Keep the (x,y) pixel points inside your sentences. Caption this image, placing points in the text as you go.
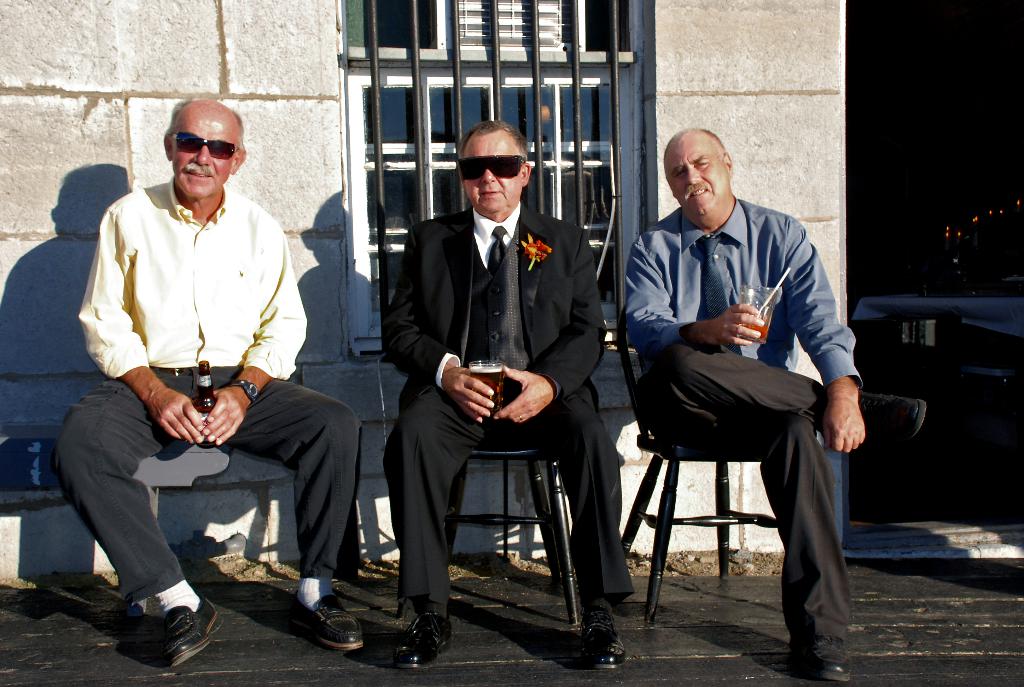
In this picture I can observe three men (515,288) sitting on the chairs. Two of them are wearing spectacles (480,174). One of them is wearing a coat (434,383). In the background (239,89) I can observe a wall (822,68) and a window (488,85).
